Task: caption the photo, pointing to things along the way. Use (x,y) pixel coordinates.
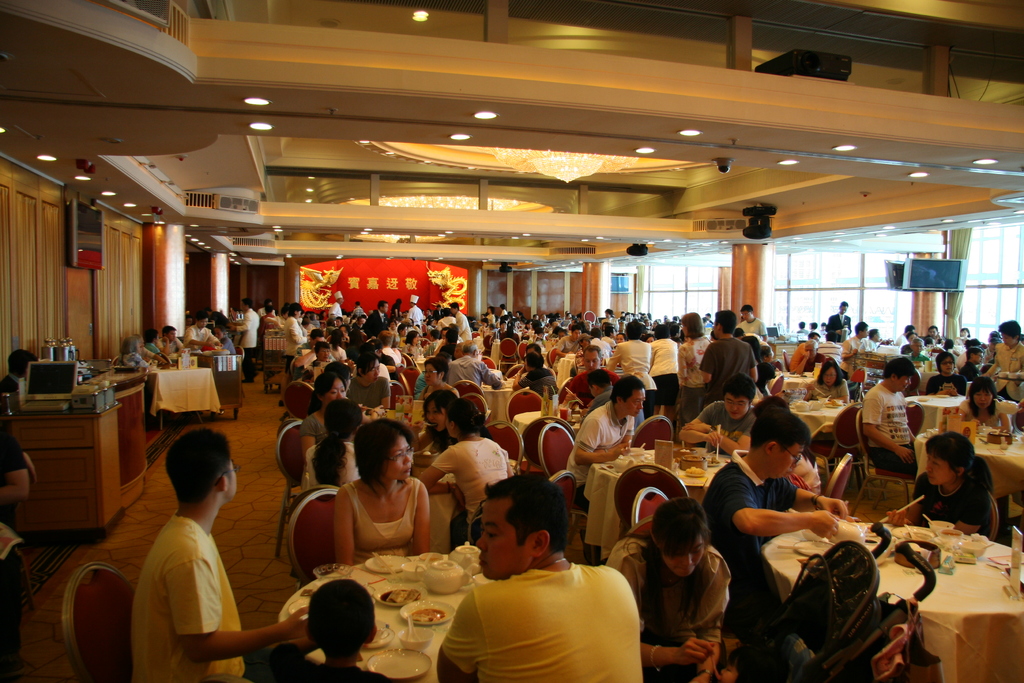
In this image there are few persons (340,424) sitting on the chairs (511,450) at the tables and on the tables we can see food items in the plates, bowls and spoons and we can also see few persons (633,349) are standing. In the background (793,311) we can see TVs (617,281) on the walls (616,300) and pillar (594,293), glass doors (681,289), curtains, lights (605,162) on the ceiling (336,235). On the left side (107,382) we can see laptop (57,386) and objects (87,384) on the table (33,413).
